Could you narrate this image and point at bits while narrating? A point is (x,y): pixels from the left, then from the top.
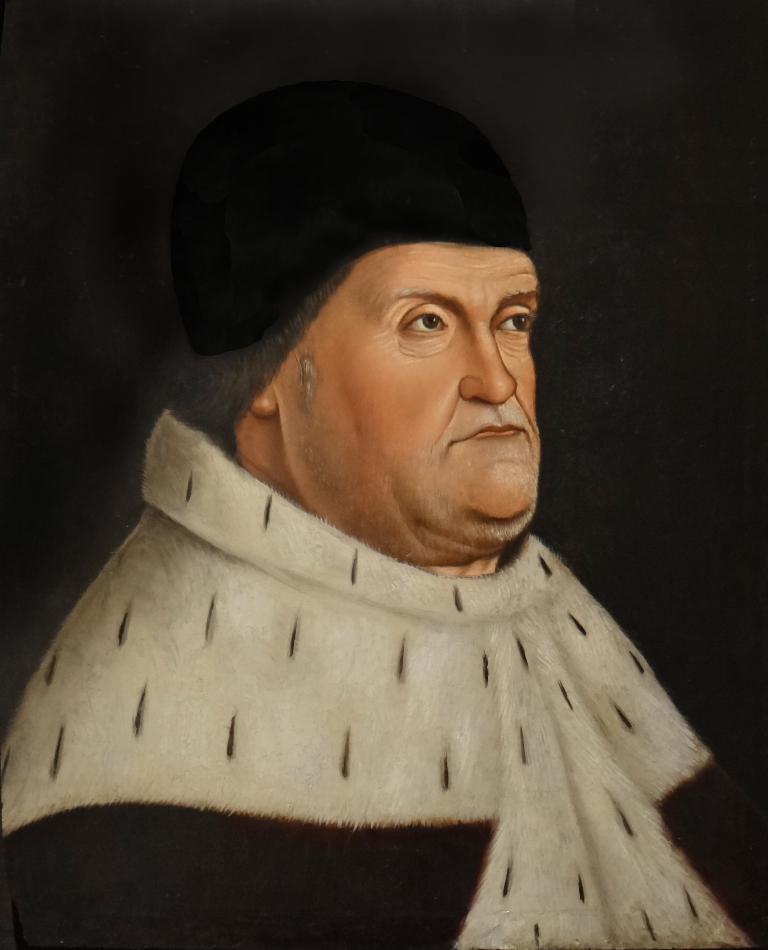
Here we can see a picture of a person (570,696). And there is a dark background (600,431).
